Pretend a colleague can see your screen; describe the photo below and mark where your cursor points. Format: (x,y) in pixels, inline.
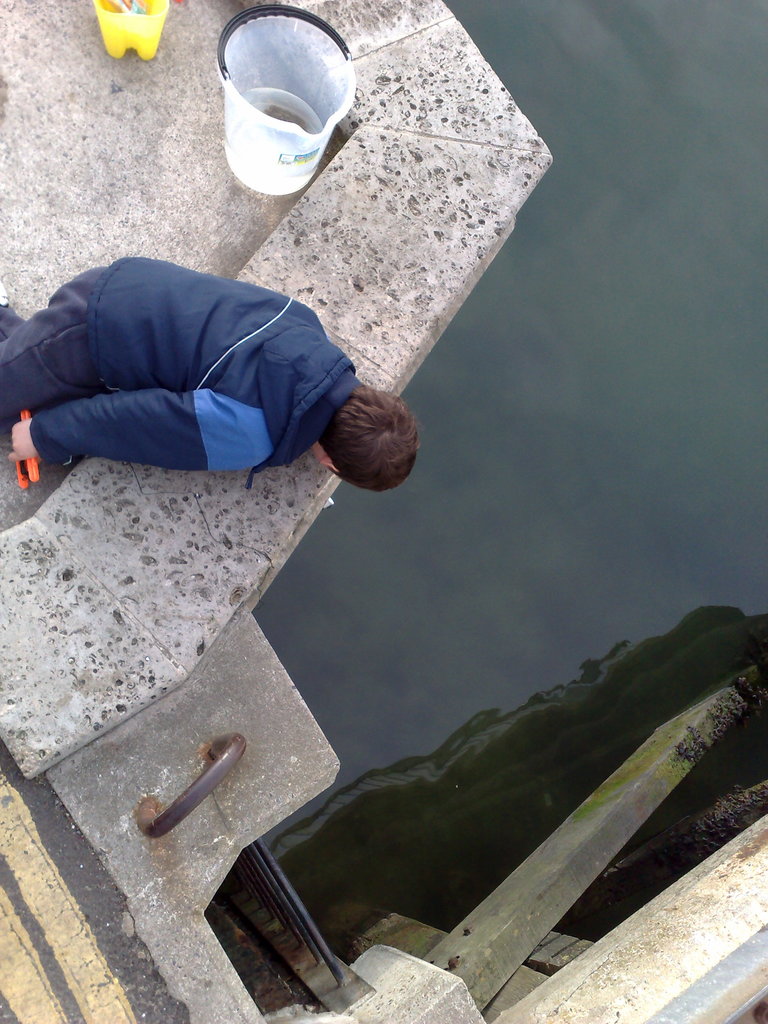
In this picture there is a person (160,414) and we can see bucket (270,37), rods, water (592,477) and objects (148,54).
